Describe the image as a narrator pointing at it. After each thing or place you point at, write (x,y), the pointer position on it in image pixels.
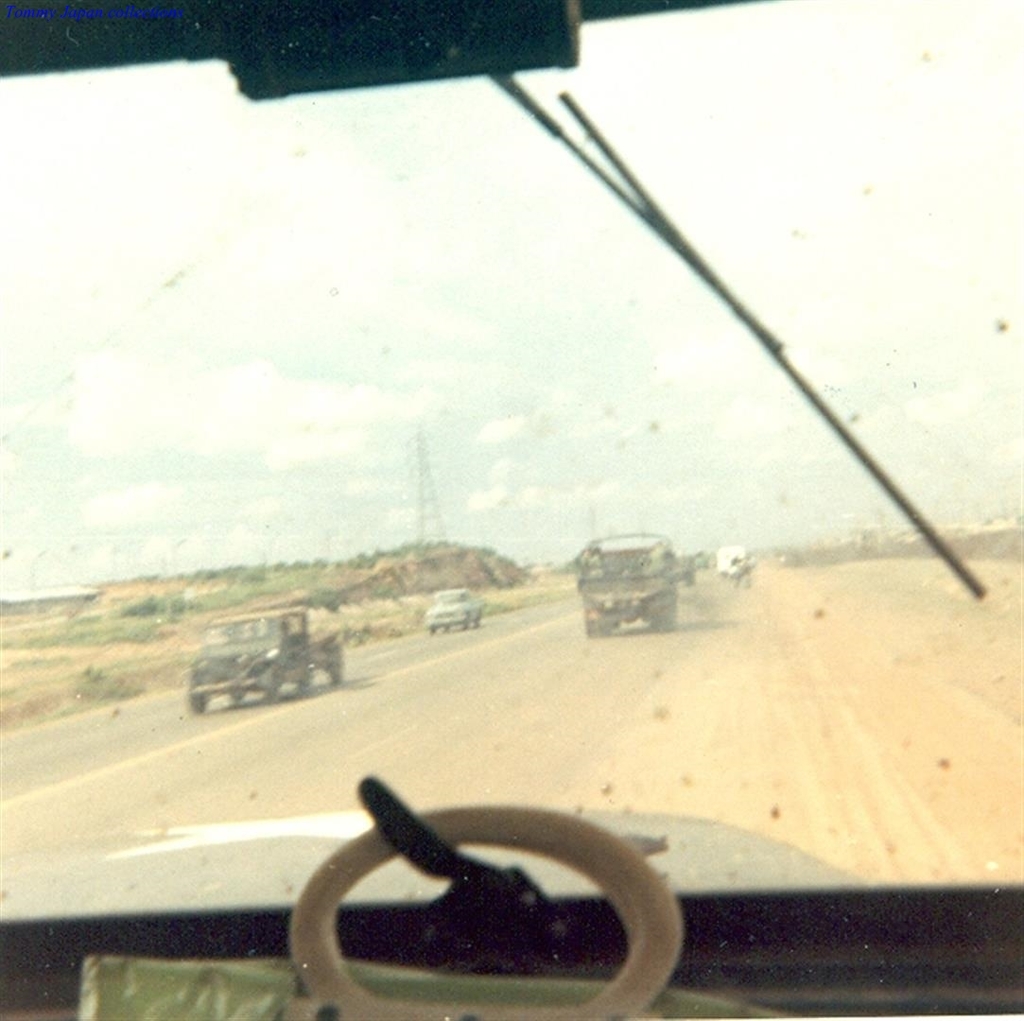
In this picture, from the vehicle's windshield (281,453), I can see few vehicles (221,627) moving on the road (500,748) and I can see a tower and I can see sky (395,451).
